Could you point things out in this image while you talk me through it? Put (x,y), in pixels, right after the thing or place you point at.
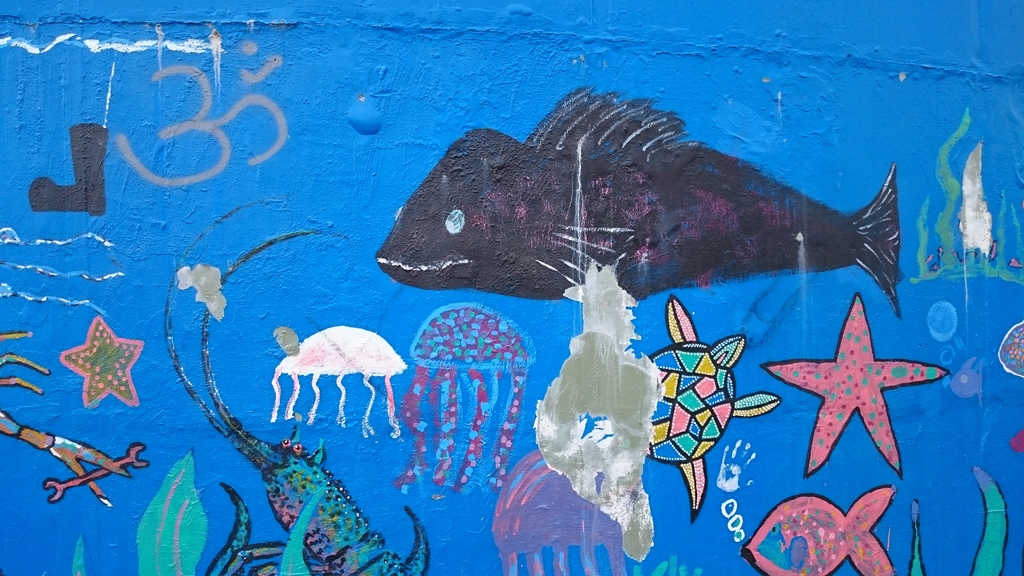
In this image I can see few paintings (419,388) on the wall (618,421).
